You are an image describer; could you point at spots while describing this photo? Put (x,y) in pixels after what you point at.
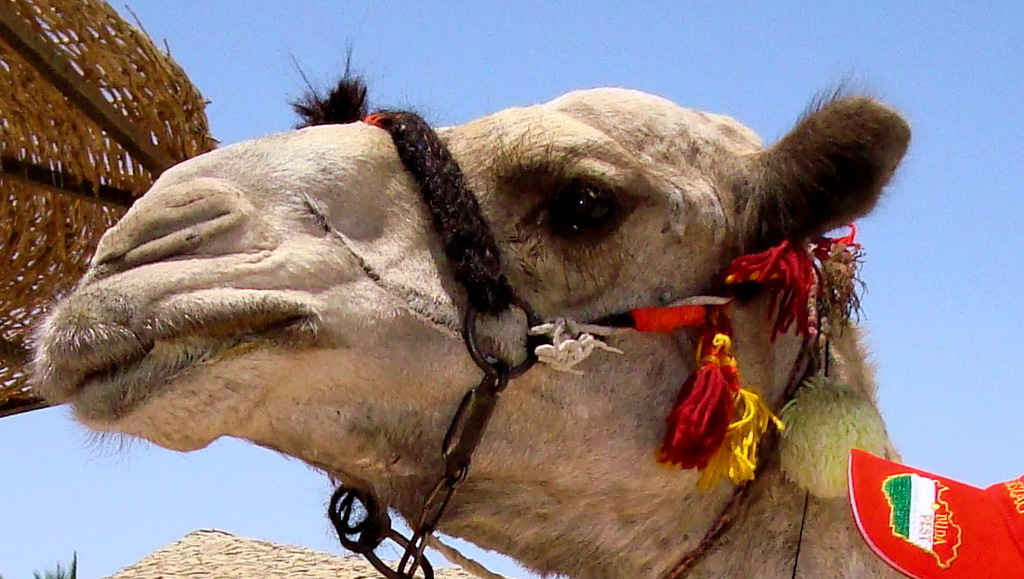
In the image there is a head (707,244) of a camel (593,495) is visible and there is a basket (53,87) behind the camel's face (617,375).
